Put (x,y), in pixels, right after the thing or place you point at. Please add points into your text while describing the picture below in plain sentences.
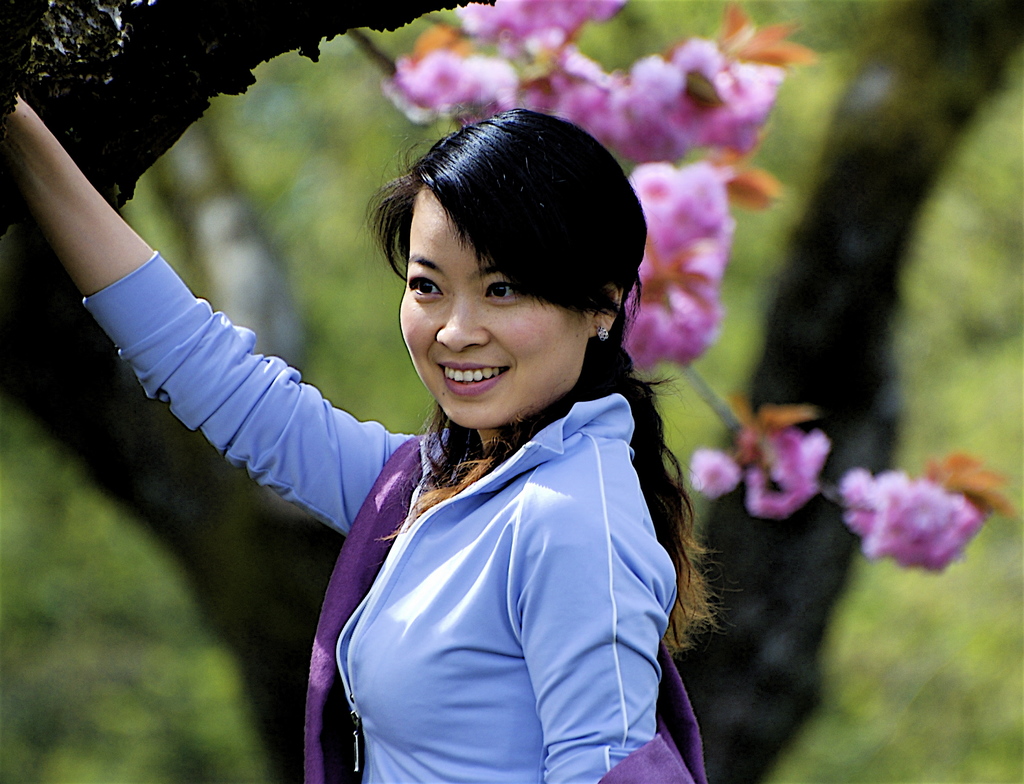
This is the woman (524,532) standing and smiling. I think these are the flowers (690,247) with the stem (701,393). This looks like a tree trunk (149,102). The background (826,35) looks blurry.
